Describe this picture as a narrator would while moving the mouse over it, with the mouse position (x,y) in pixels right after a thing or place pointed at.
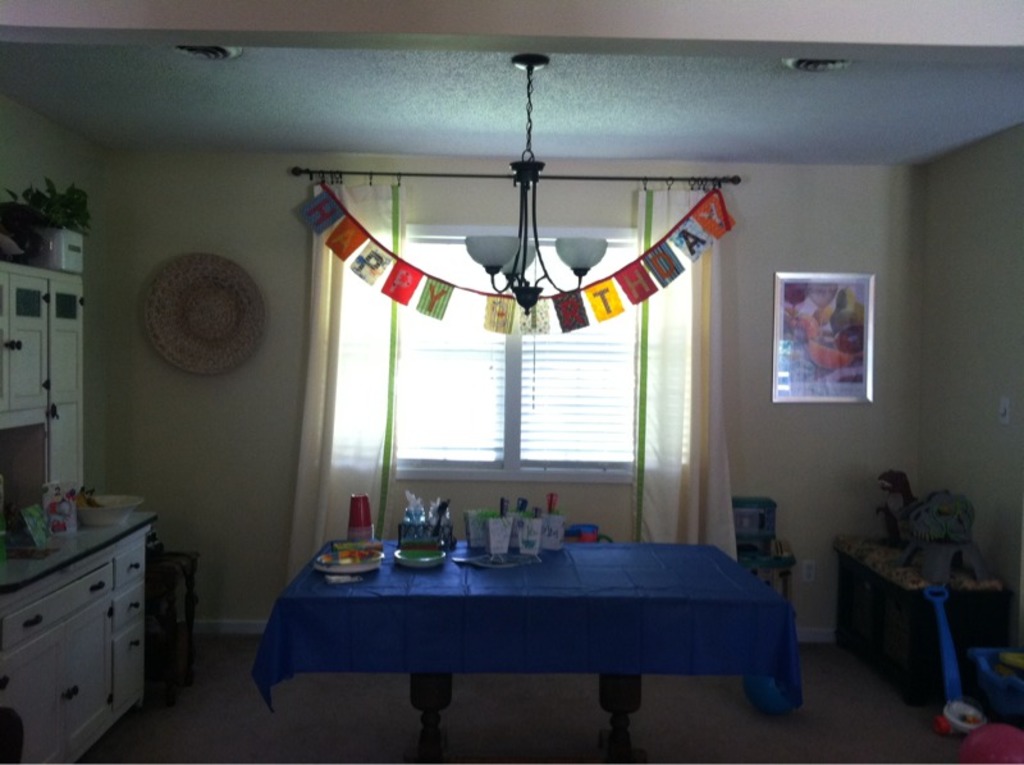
In this image we can see a table (729,633). On the table (437,756) there is a cloth (633,649), plates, bottle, and other objects (536,527). Here we can see floor (234,688), cupboards (120,575), decorative objects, bowl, plant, and other objects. In the background (197,187) we can see wall (963,337), ceiling (628,77), lights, frame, window (630,357), and curtains (684,266).
